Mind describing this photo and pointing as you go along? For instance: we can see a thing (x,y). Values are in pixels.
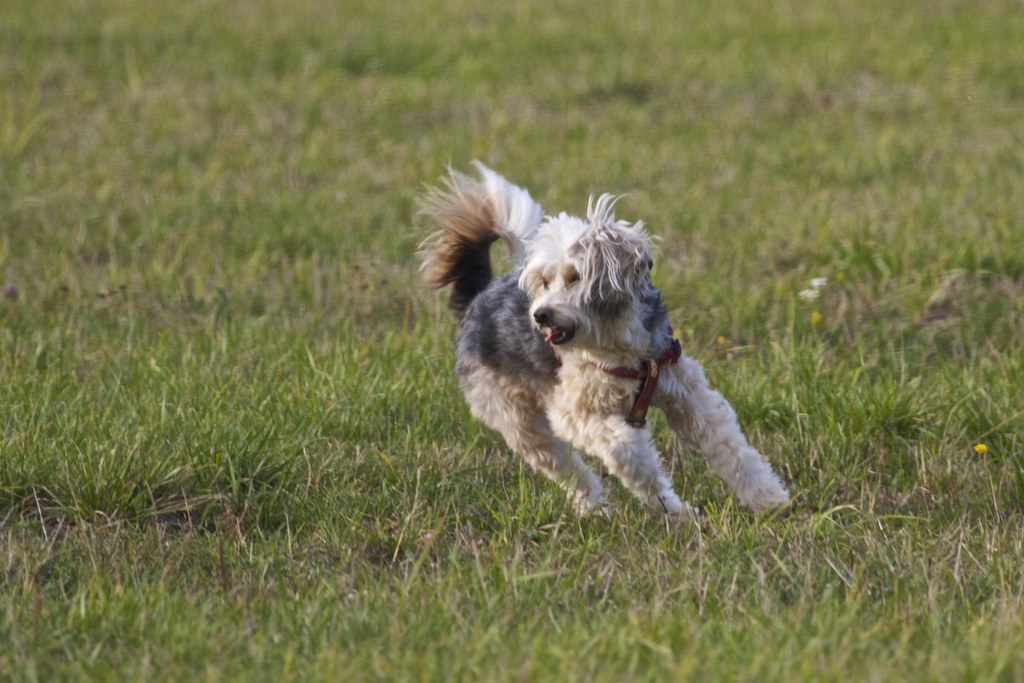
In this image I can see a black and white colour dog (497,363) is running. I can also see grass ground (294,209) and I can see this dog (633,404) is wearing a brown colour belt (641,370).
